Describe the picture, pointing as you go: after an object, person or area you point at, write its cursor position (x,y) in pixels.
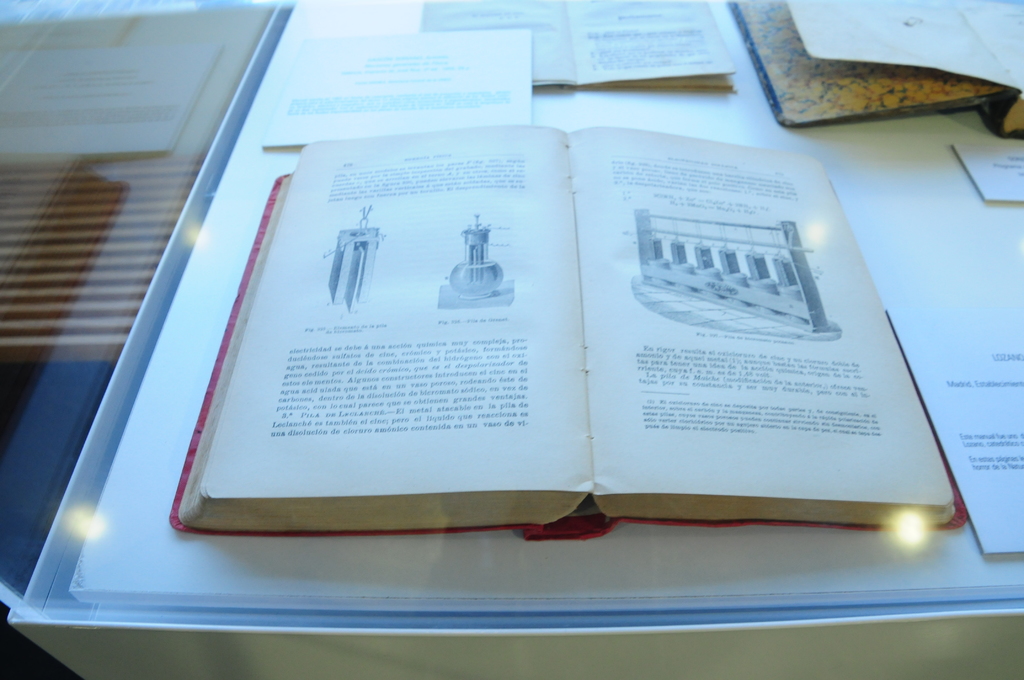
In this picture there is an open book (487,246) in the center of the image (510,328) and there are other books (564,42) at the top side of the image (738,84) on a glass table (114,411).
